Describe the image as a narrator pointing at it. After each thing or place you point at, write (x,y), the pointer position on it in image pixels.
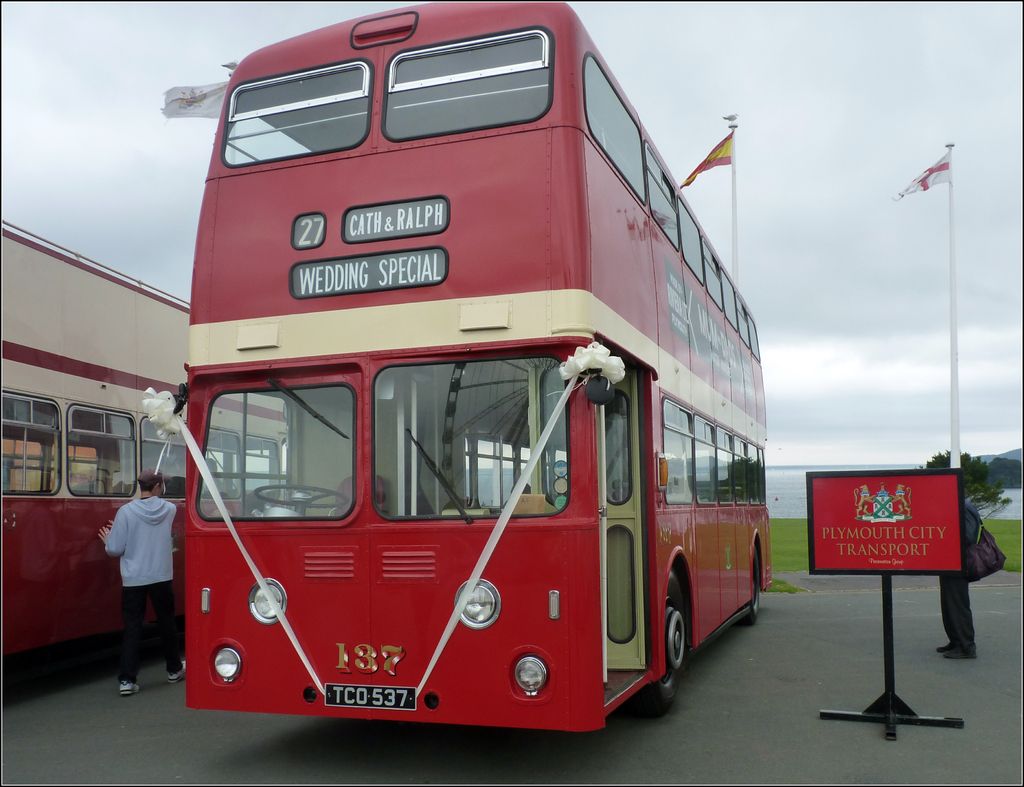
At the bottom of the image (342,740) there is road (683,737). On the road (697,734) there are buses (208,217) with glasses (424,477), glass windows (702,478), names (401,270) and numbers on it. On the left side of the image (140,539) beside the bus (366,597) there is a man (146,521) standing. On the right side of the image (908,545) there is a pole (889,713) with board (907,522) with something written on it. Behind the pole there is a person (961,625) standing. In the background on the ground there is grass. And also there is tree (971,476). At the top of the image (847,231) there is sky (969,445).
